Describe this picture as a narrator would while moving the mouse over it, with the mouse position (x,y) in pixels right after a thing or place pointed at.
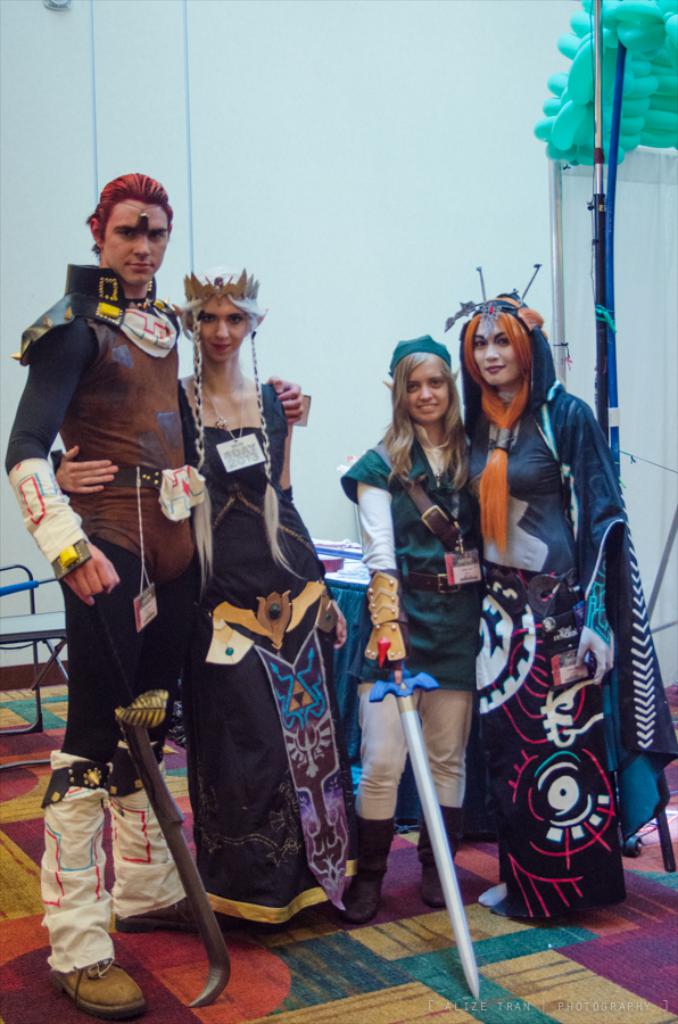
These people (160,453) wore costumes (489,426) and holding weapons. Background (354,87) there is a wall (459,120), table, chair (33,668) and things (556,237). Floor (365,975) with carpet (384,982).
